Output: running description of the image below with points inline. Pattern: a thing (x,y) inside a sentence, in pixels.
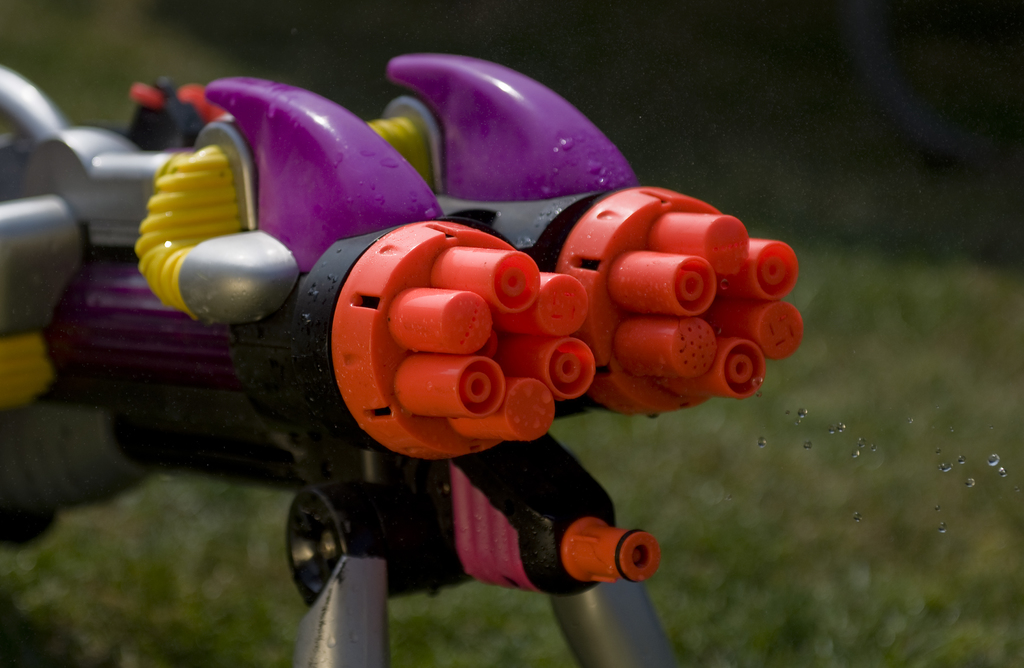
In the picture we can see a part of a toy gun (587,660) which is orange in color and some part is yellow, violet, and gray in color and it is placed on the grass surface (879,628).
